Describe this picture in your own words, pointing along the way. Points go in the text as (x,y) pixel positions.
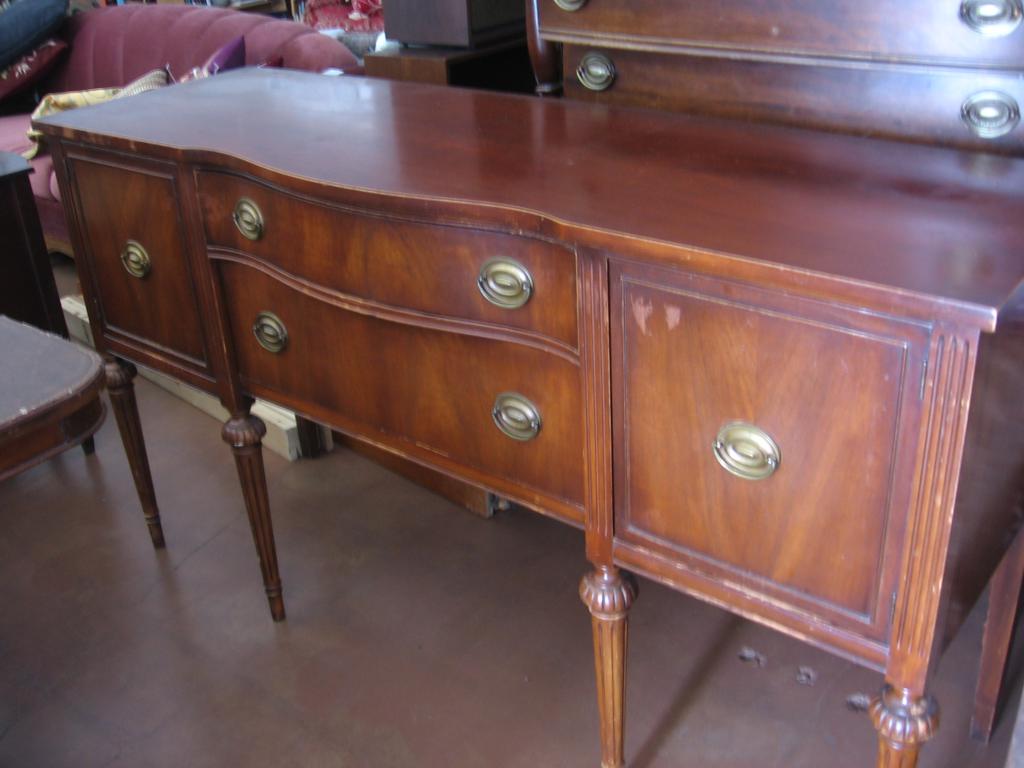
In this image I can see a brown colored furniture (584,219) on the floor (555,697) and in the background (165,60) I can see a couch (144,43) which is red in color and few cushions (208,62) on it. I can see the floor (163,617) and the brown colored furniture (693,53) in the background (693,53).
